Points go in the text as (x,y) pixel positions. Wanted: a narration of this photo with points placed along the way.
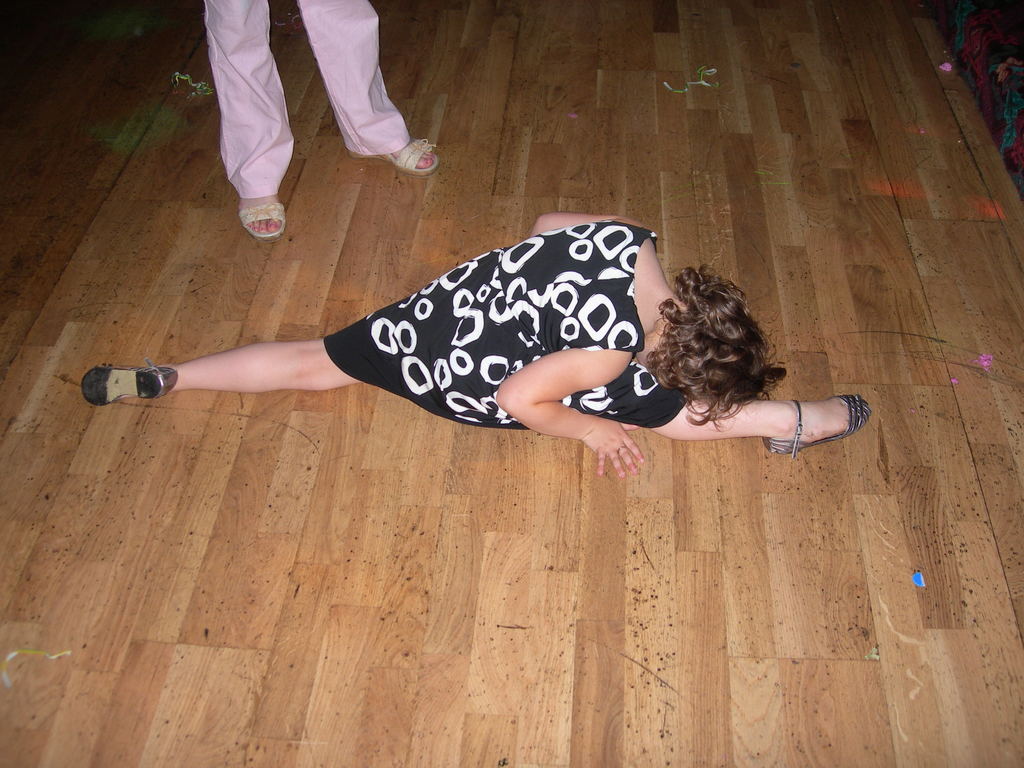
In this image in the center (560,347) there is one woman (680,383) who is dancing, and at the bottom (188,574) there is a wooden floor (470,144). And in the background (224,109) there is another person (282,179) who is standing.
